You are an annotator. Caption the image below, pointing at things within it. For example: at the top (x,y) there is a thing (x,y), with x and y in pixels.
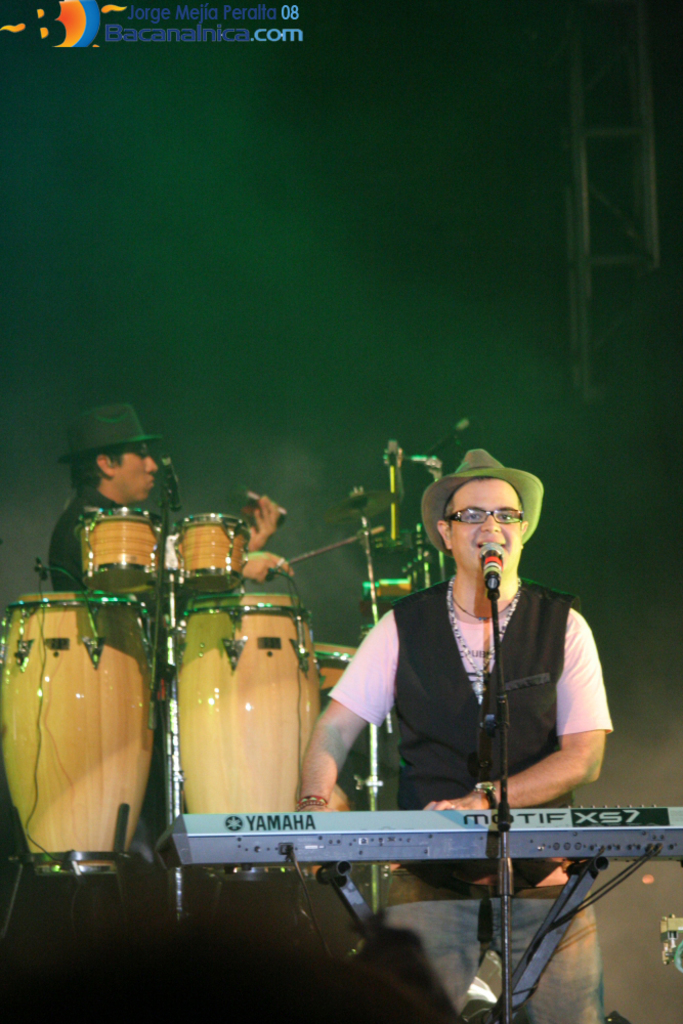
In this image there is a person (487,513) standing and playing music keyboard (374,817) and he is singing. At the back (68,524) there is a person (101,479) playing drums (368,541).
